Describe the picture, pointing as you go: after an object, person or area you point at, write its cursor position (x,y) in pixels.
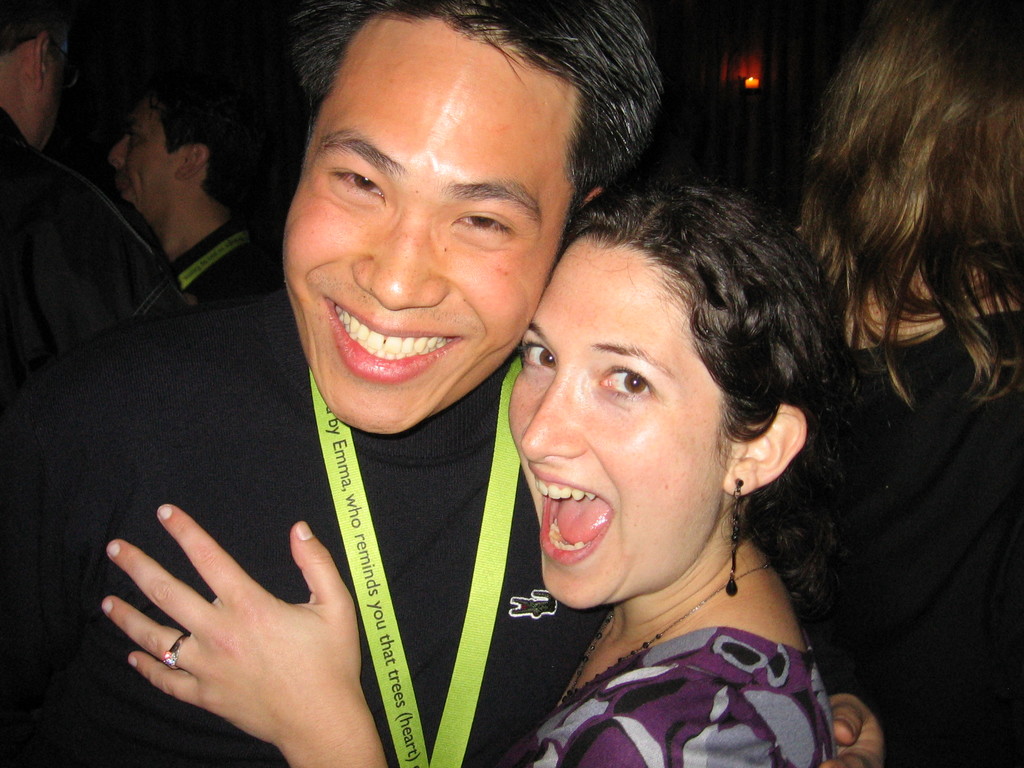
In this image we can see a man (368,513) and woman (640,712) is smiling, man (448,407) is wearing black color dress (198,728) and woman (670,695) is wearing purple grey color. Behind people (139,156) are present.
